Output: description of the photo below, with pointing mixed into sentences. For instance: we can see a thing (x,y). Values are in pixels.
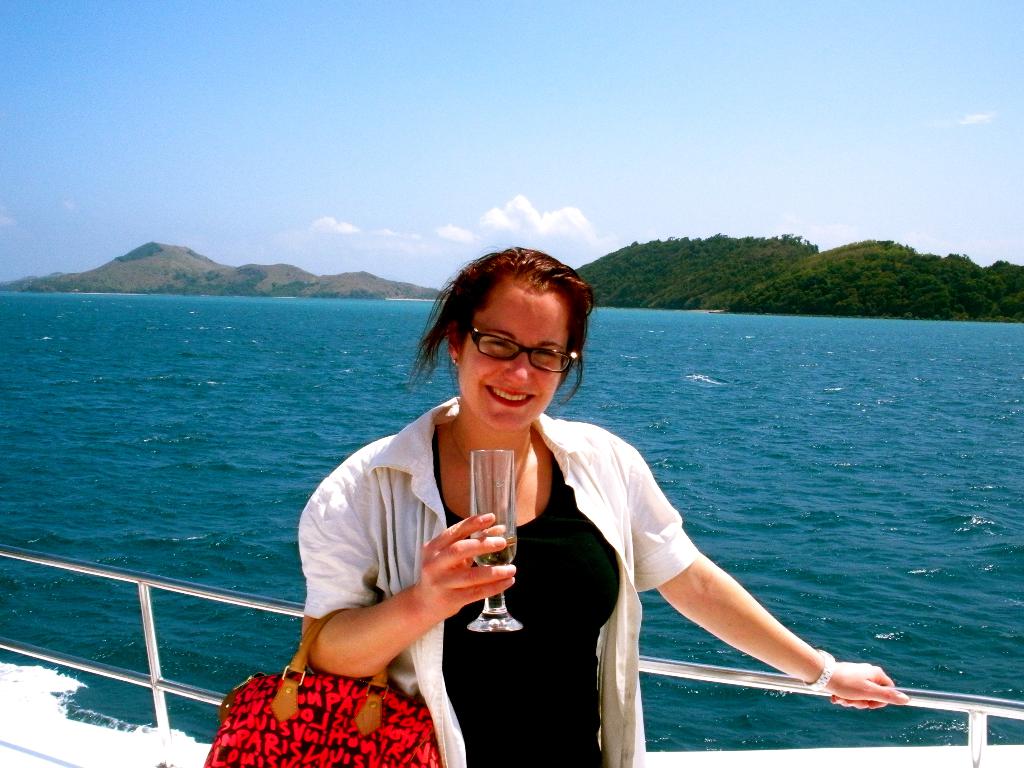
In this image there is a woman (642,465) who is standing in the ship (149,670) by holding the hand bag (319,705) and a glass (485,494) in her hand (429,583). At the background (229,303) there are hills (687,253) and water (774,393) and a sunny sky (453,130).
